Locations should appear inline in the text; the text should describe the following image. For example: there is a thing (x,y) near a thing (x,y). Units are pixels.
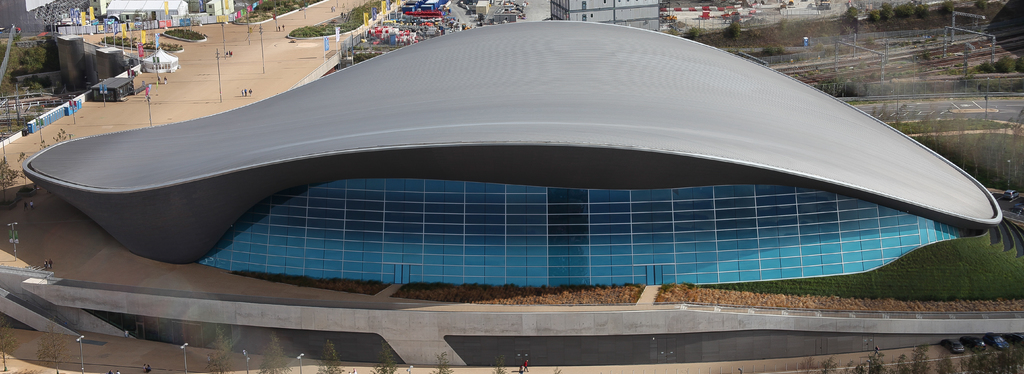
In the foreground of the picture (324,281) we can see trees (216,355), street lights (184,363), path (69,351), plants (863,305) and a building (535,73). On the left (227,73) there are street lights (219,79), road (207,73), people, trees (22,63), flags (337,41), construction (73,13) and various objects (433,19). At the top (296,32) we can see buildings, flags (384,15), plants (342,26) and trees (361,10). On the right (961,67) there are railway tracks (950,51), road (969,104), trees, cables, current poles (945,34) and other objects (983,92).
